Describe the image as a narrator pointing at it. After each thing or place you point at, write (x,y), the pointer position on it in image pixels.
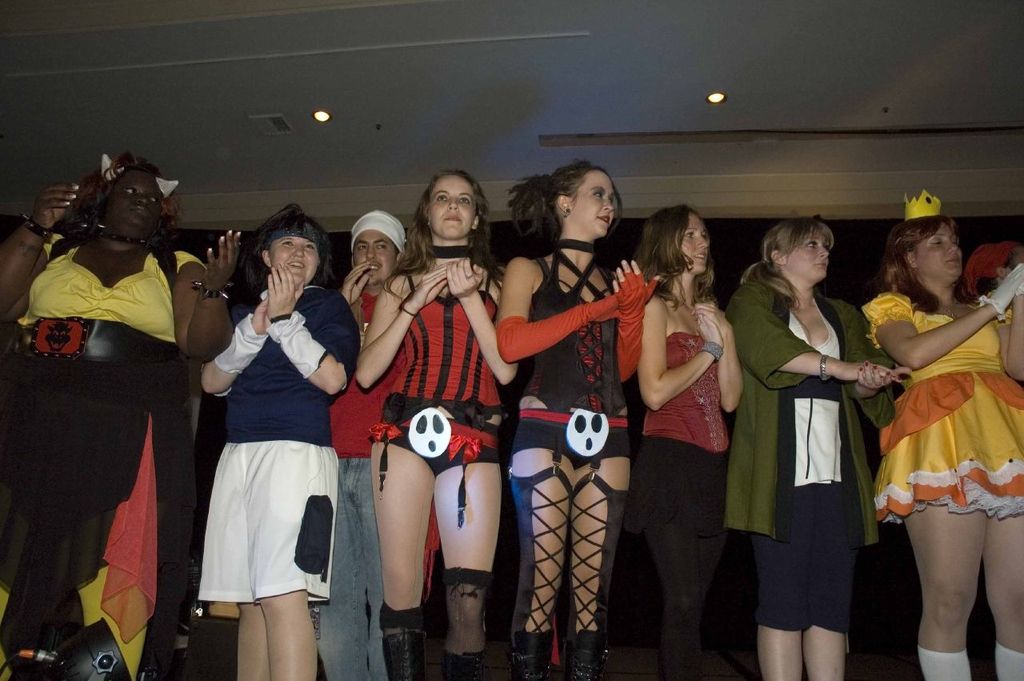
Front these people (977,542) are clapping their hands (459,292). Lights (325,114) are attached to the ceiling (378,100).
